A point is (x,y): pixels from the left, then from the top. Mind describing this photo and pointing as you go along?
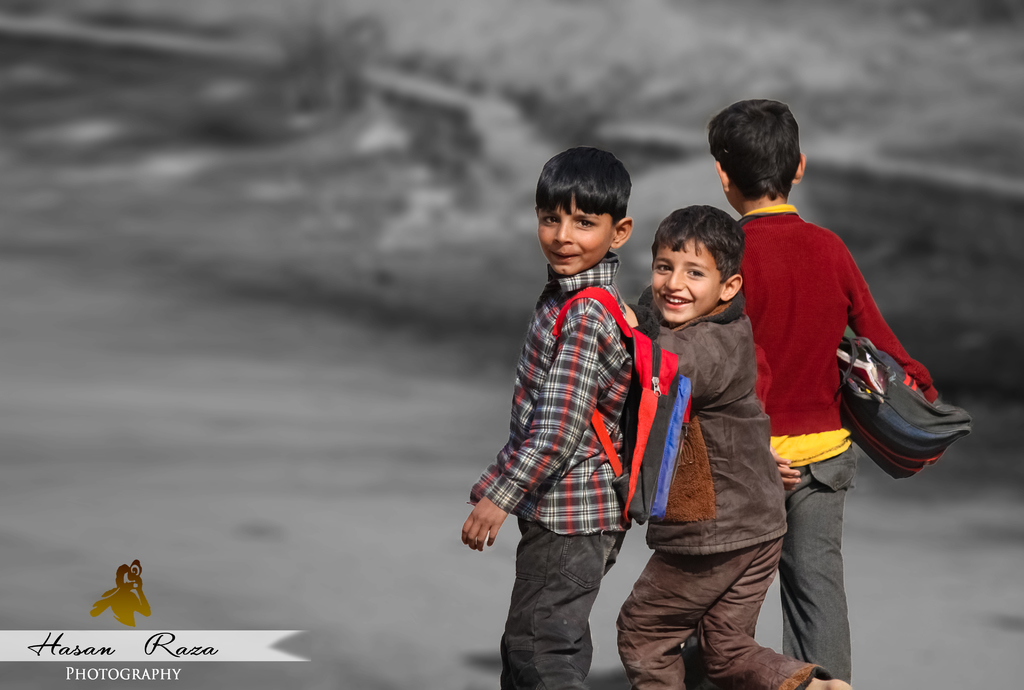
In this image I can see three boys (599,371) are standing among them this boy (610,423) is carrying a bag (626,432). This boy (820,410) is holding some object (856,372). The background of the image (422,92) is blurred. Here I can see a watermark (118,656).
